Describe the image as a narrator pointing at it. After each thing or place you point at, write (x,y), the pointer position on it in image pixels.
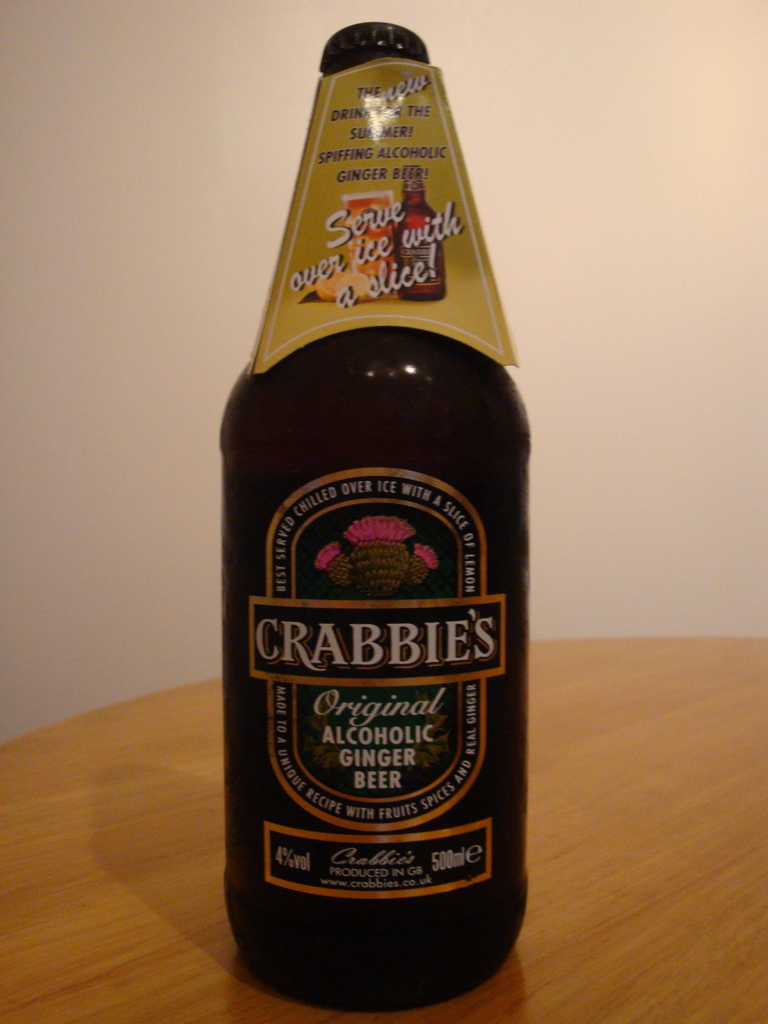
This is bottle (370,612), this is wall (123,331).
